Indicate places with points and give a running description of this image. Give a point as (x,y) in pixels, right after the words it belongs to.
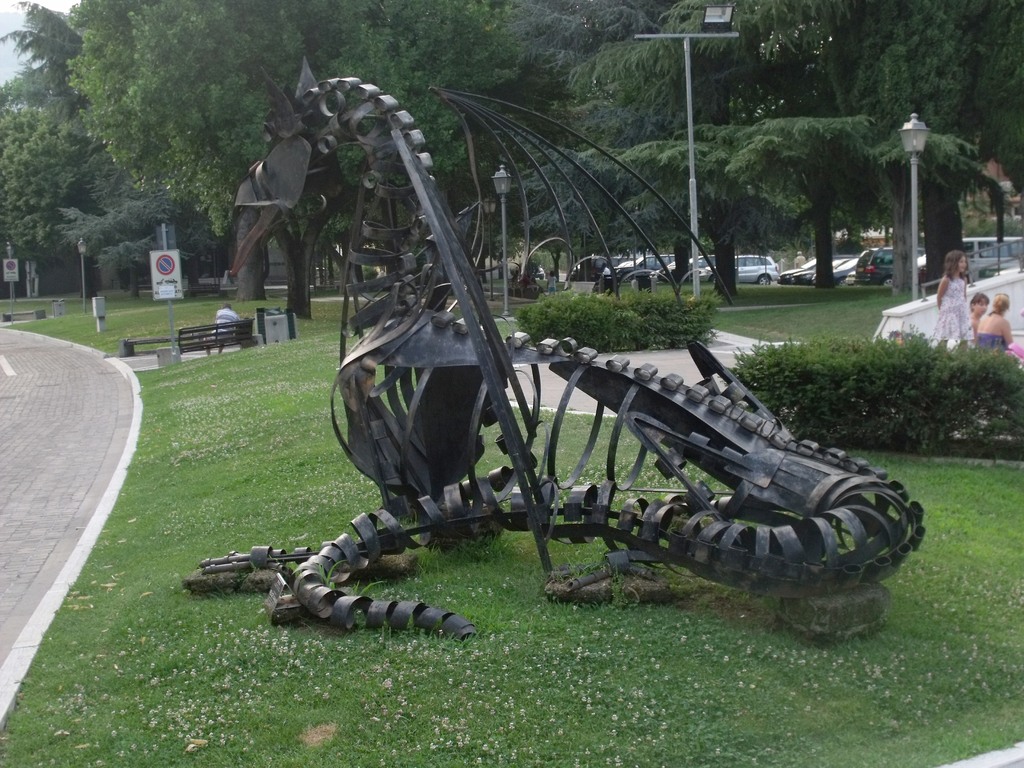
In this image there is a statue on the grassland (544,681). Left side (16,405) there is a path (51,419). There is a bench (215,343). A person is sitting on the bench (227,340). Beside there is a pole (172,344) having a board (169,278) attached to it. Right side (864,404) there are few plants (940,355). Behind there are few persons (952,308). Behind them there is a wall (908,319). There are few street lights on the grassland (713,286) having few plants (659,293) and trees (209,205). Behind the trees (987,125) there are few vehicles (811,261).
